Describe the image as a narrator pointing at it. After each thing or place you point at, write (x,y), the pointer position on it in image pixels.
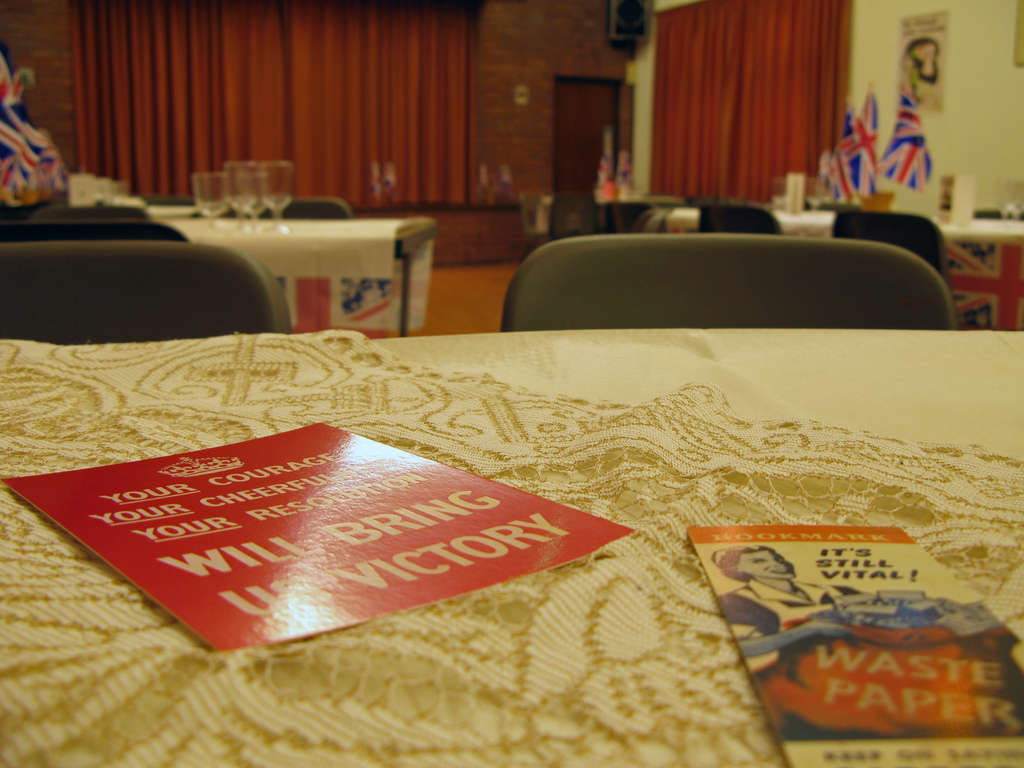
In front of the picture, we see the table (590,437) which is covered with a white sheet (462,428). On the table (676,637), we see the book (805,596) and a board (325,470) in red color with some text (294,572) written on it. Behind that, we see chairs (628,286) and tables (245,240) on which glasses (254,190) are placed. In the background (228,97), we see a door (569,157) and the brown curtains (808,96). On the right side (907,126), we see flags (876,145) in white, red and blue color. Behind that, we see a white wall (962,103) on which poster (939,67) is pasted.
